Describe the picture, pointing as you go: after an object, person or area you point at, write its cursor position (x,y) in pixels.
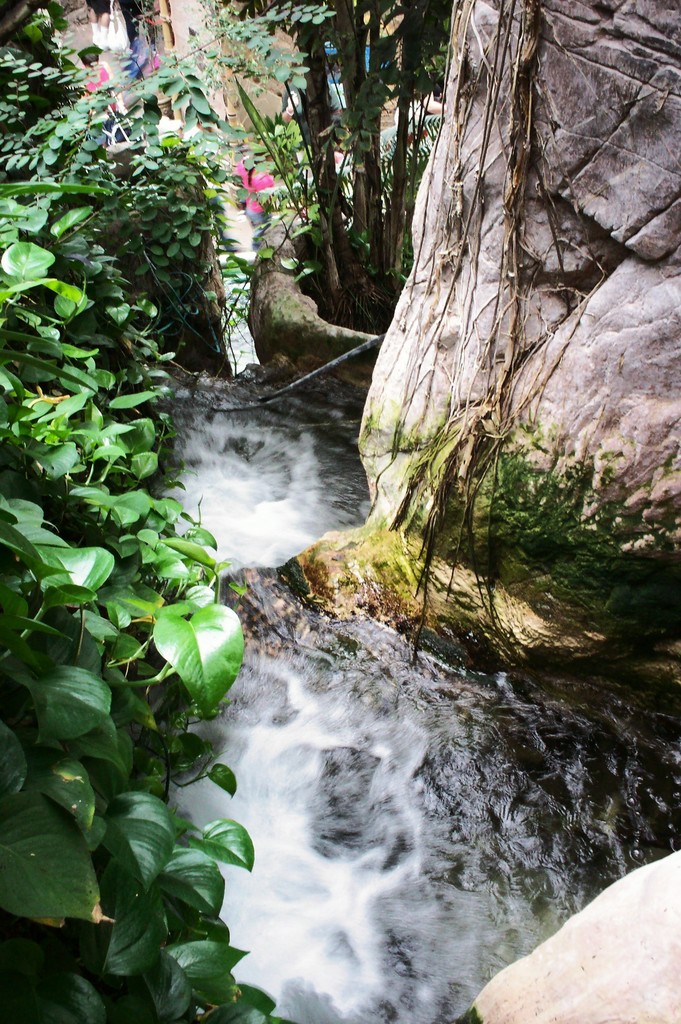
In this picture I can see trees (308,85), water (367,729) and few people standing and I can see rocks (430,303).
